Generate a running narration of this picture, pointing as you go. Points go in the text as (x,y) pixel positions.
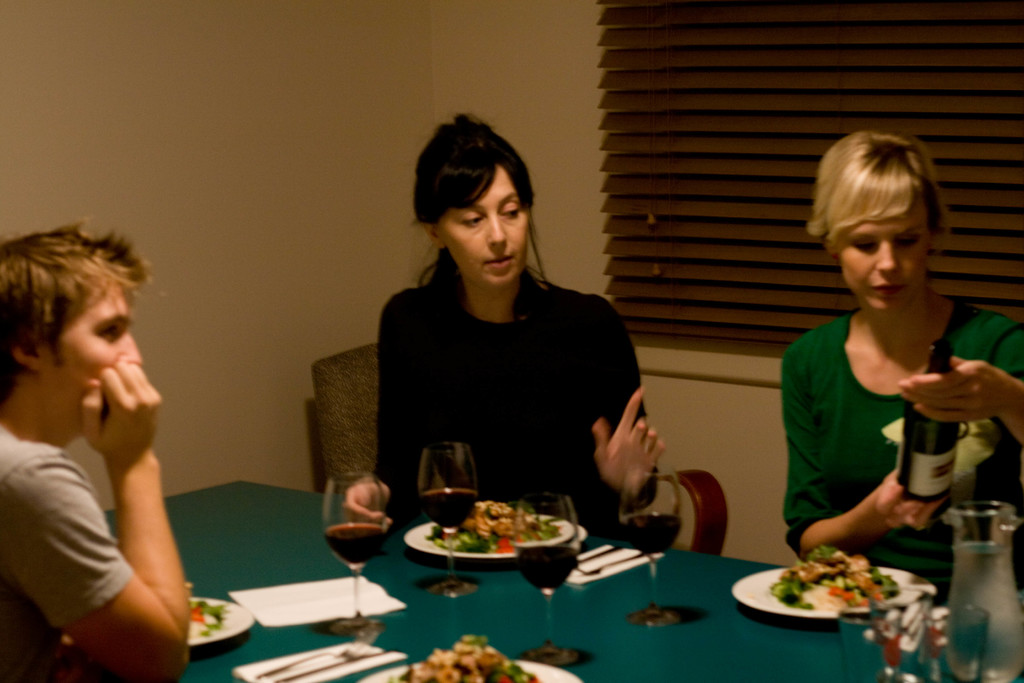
In the image there are people (829,448) sitting around the table (277,536). At the bottom of the image (288,514) there is a table (492,609) we can see glasses (360,497), plates (425,534), spoons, forks (342,655), jug (979,608) and some food (511,553) placed on the table (562,607). In the background (687,127) there is a curtain (671,106) and a window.
